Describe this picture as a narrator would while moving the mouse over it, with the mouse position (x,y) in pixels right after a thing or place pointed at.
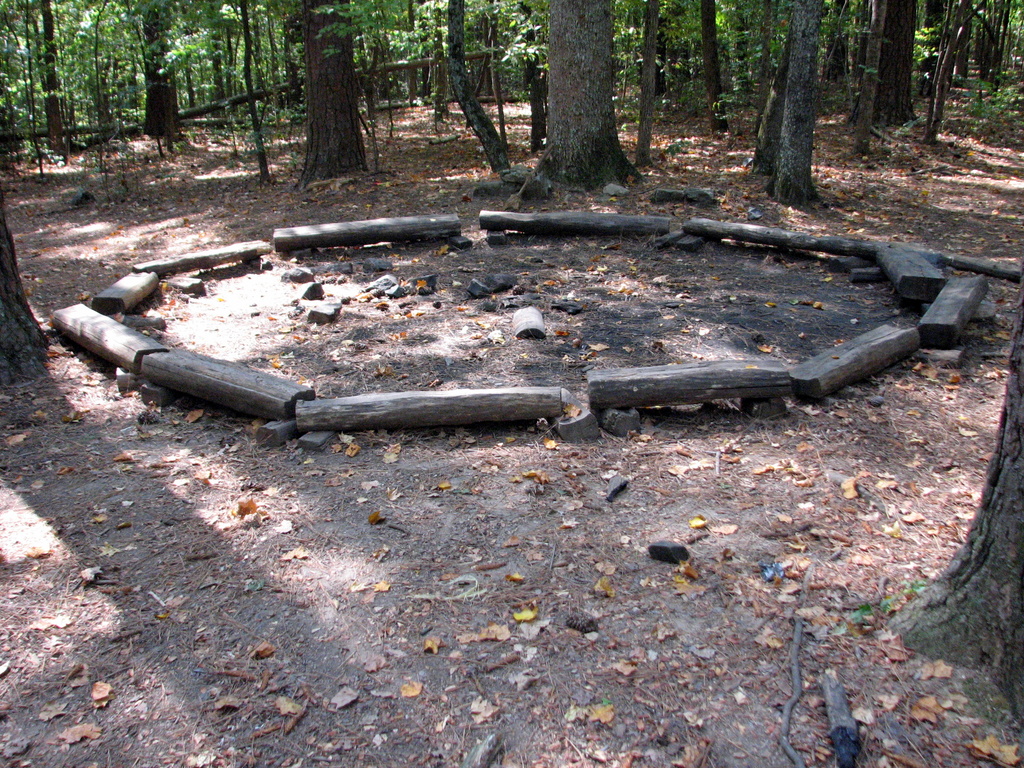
In this image I can see there are many wood (438,408) on the ground (365,349) and at the back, I can see there are many trees (395,40).
